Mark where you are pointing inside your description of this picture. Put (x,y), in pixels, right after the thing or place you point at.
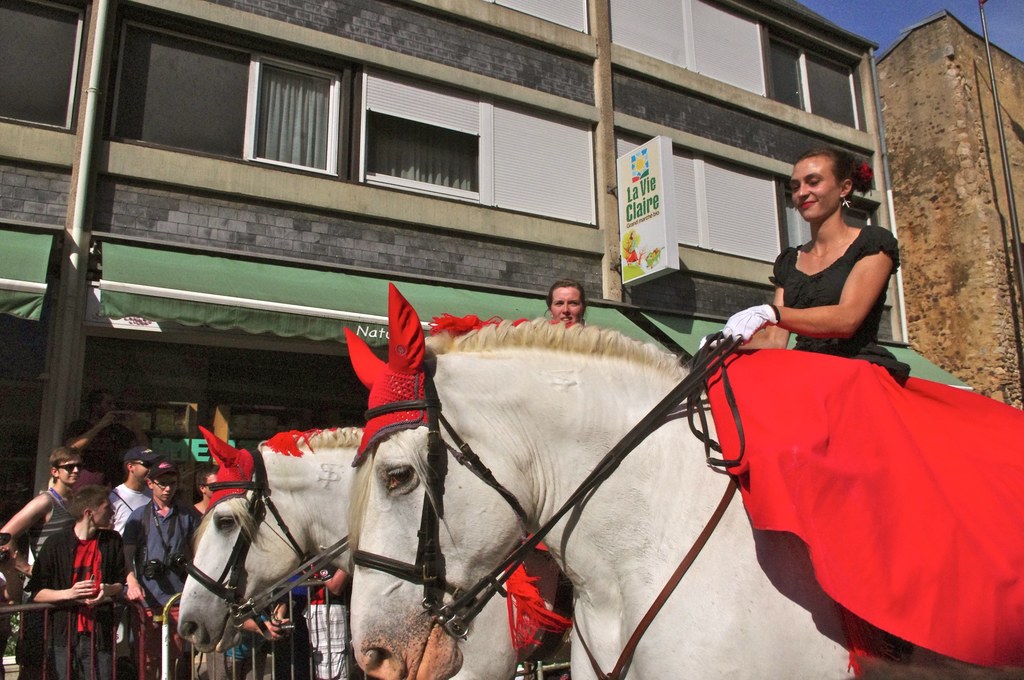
In the image we can see there are people (867,327) who are sitting on horses (248,572) and behind them there is a building (272,259). The people (79,544) are standing here.
